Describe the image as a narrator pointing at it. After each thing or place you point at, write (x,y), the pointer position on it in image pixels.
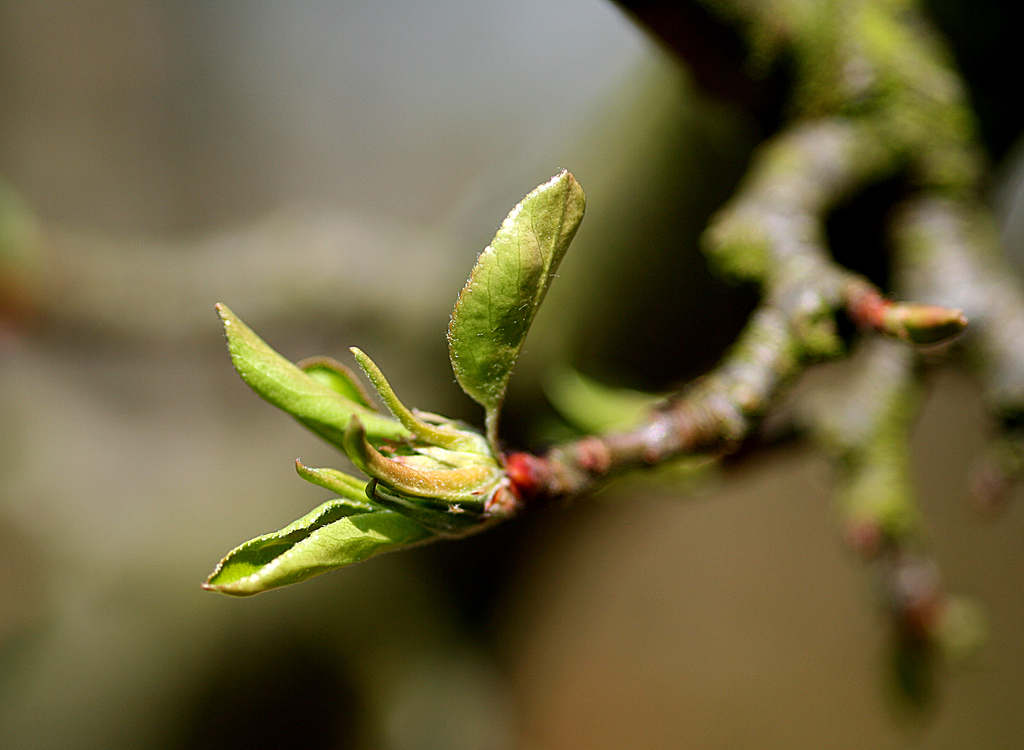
In this picture I can see the leaves (335,398) and the stems (763,343). I see that it is blurred in the background (79,137).
